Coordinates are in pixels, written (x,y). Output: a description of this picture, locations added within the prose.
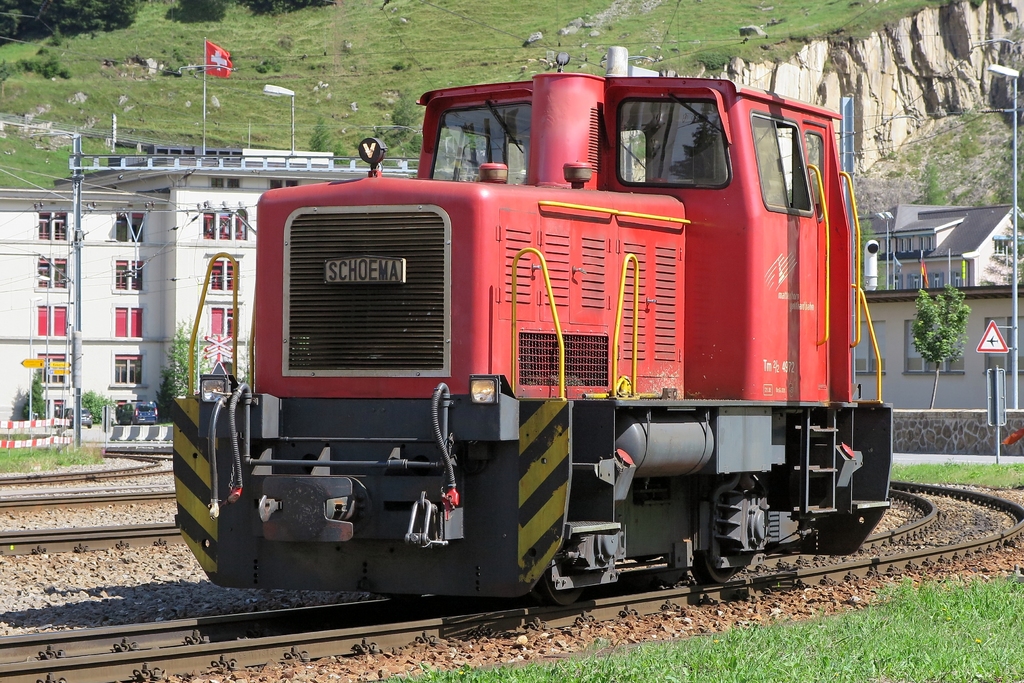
In the center of the image (442,392) we can see a train (383,404). In the background of the image (18,348) we can see the buildings (957,250), windows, poles (49,362), flag (226,78), lights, sign boards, trees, hills (671,16), grass (718,19), vehicles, barricades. At the bottom of the image (762,678) we can see the railway tracks (29,547), stones (616,637), grass (863,632).
